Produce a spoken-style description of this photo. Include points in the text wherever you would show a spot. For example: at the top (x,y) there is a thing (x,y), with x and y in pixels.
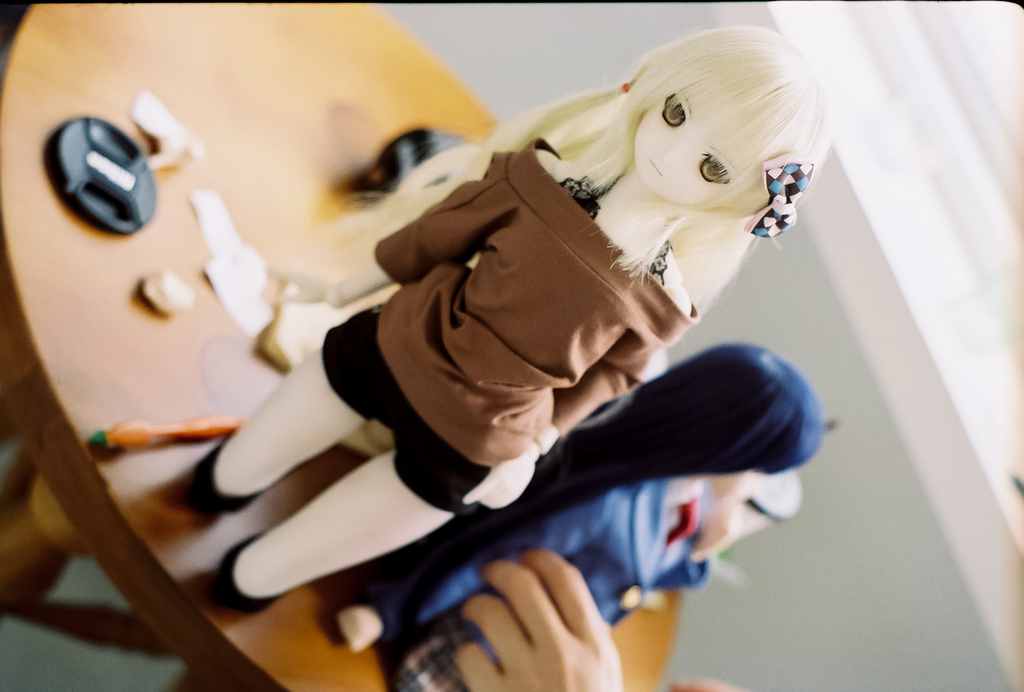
In this image I can see a table (300,630) and on it I can see few dolls (266,453) and few other stuffs (324,312). On the bottom side of this image (480,611) I can see hand (565,574) of a person (568,594) and I can also see this image is little bit blurry in the background (951,132).
